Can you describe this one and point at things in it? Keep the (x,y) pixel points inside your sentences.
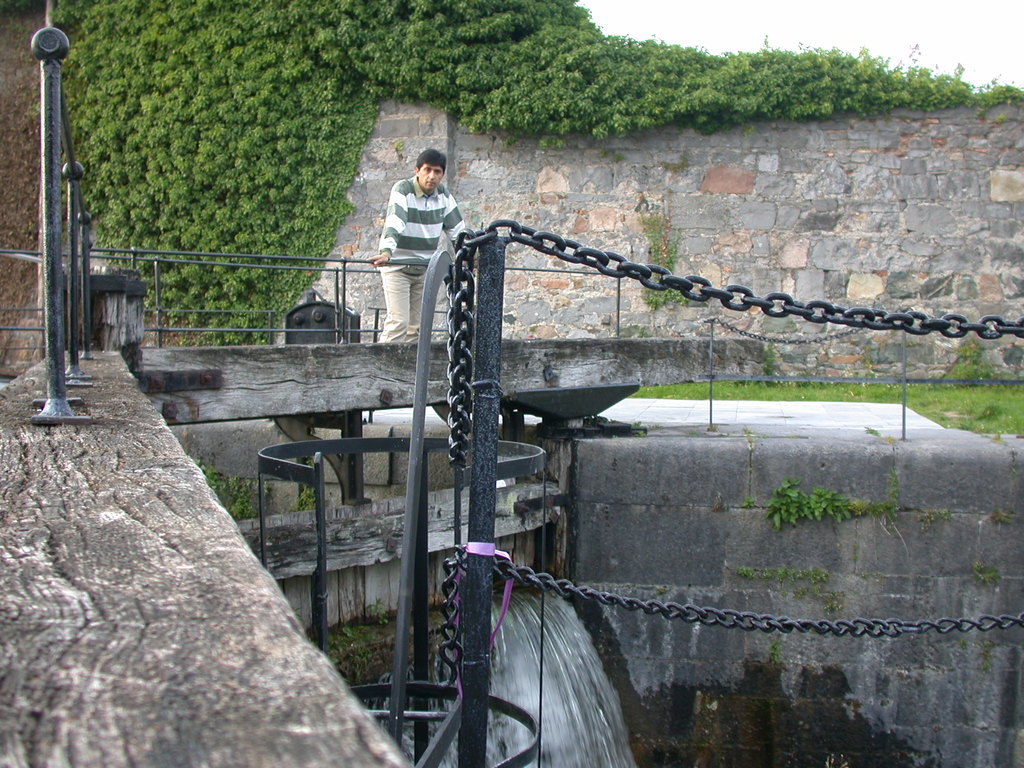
Bottom of the image (453,721) there is fencing (150,330). Behind the fencing (534,723) a person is standing and there is water (549,691). Top of the image (500,162) there are some trees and wall (997,244). Top right side of the image (1006,23) there is sky (973,50).
